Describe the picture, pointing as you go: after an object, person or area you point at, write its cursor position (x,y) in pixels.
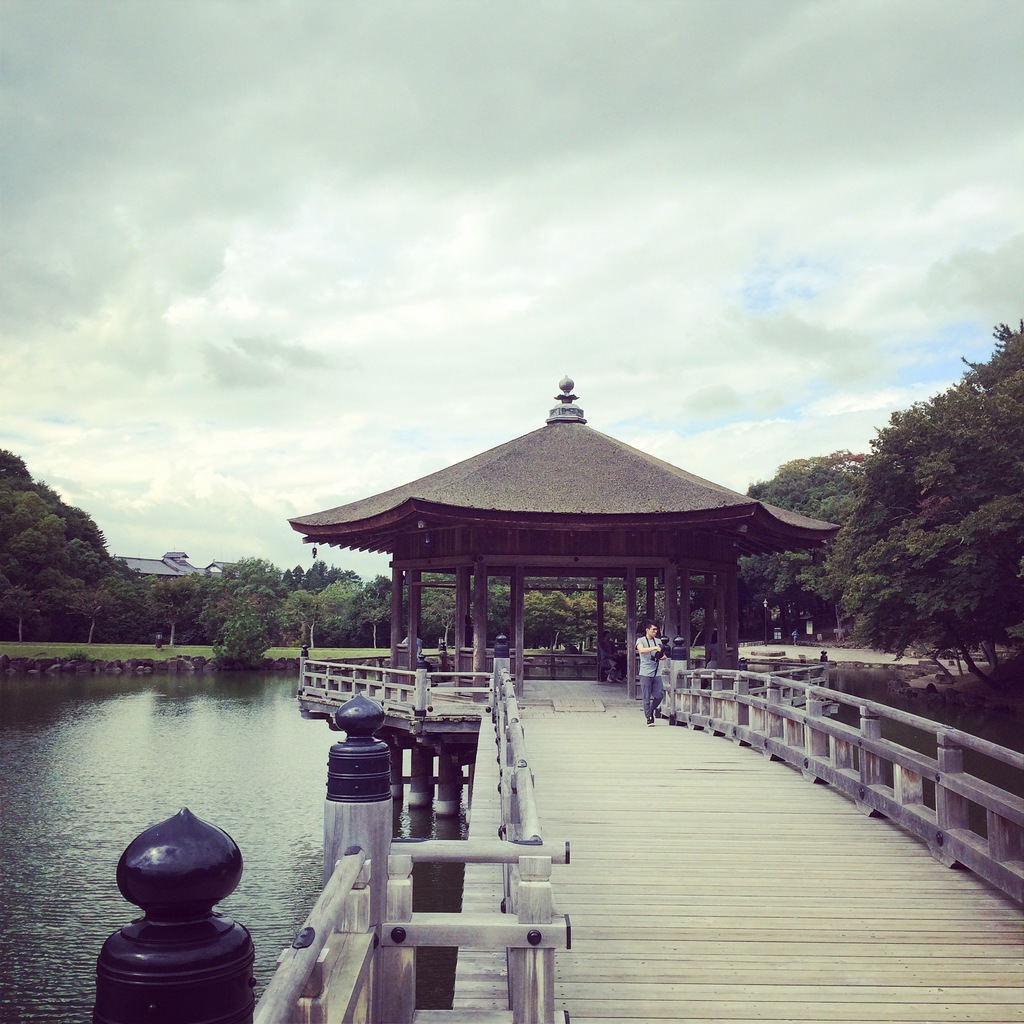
In this picture we can see a bridge (593,773) over the water (399,822) and we can see a man (659,664), he is walking on the bridge (676,757), behind him we can see a shelter (634,590), in the background (380,569) we can find few trees (351,598) and clouds (544,388).
